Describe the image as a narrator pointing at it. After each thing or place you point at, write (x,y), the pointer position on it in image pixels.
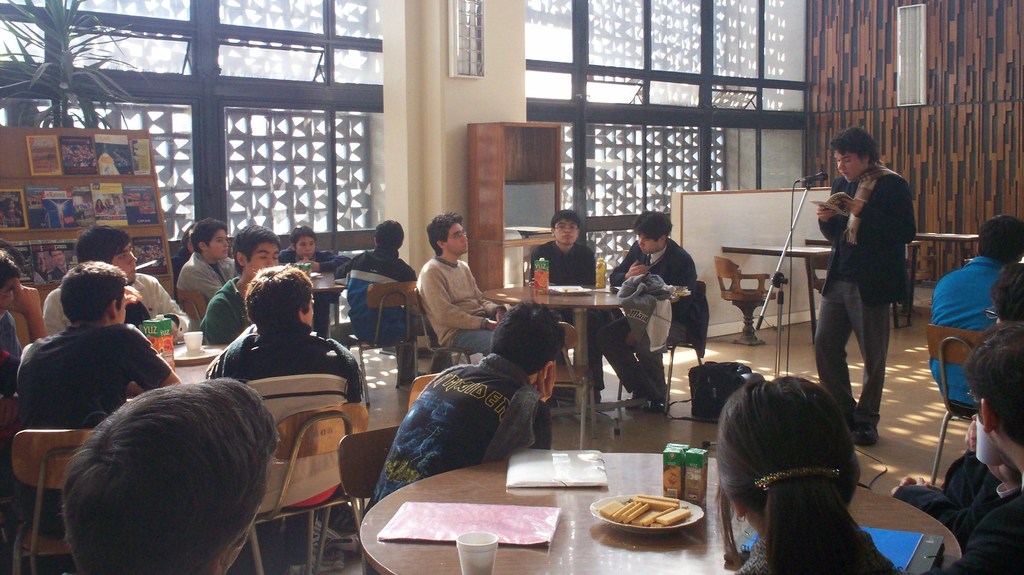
In this image I can see group of people (1008,340) sitting on the chairs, in front (592,525) I can see food (633,525) in the plate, glasses (490,539) on the table (579,548) and the table (579,548) is in brown color. In front the person (876,330) is wearing black dress (862,253) reading in front of the microphone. Background (791,168) I can see few glass windows (333,170).
